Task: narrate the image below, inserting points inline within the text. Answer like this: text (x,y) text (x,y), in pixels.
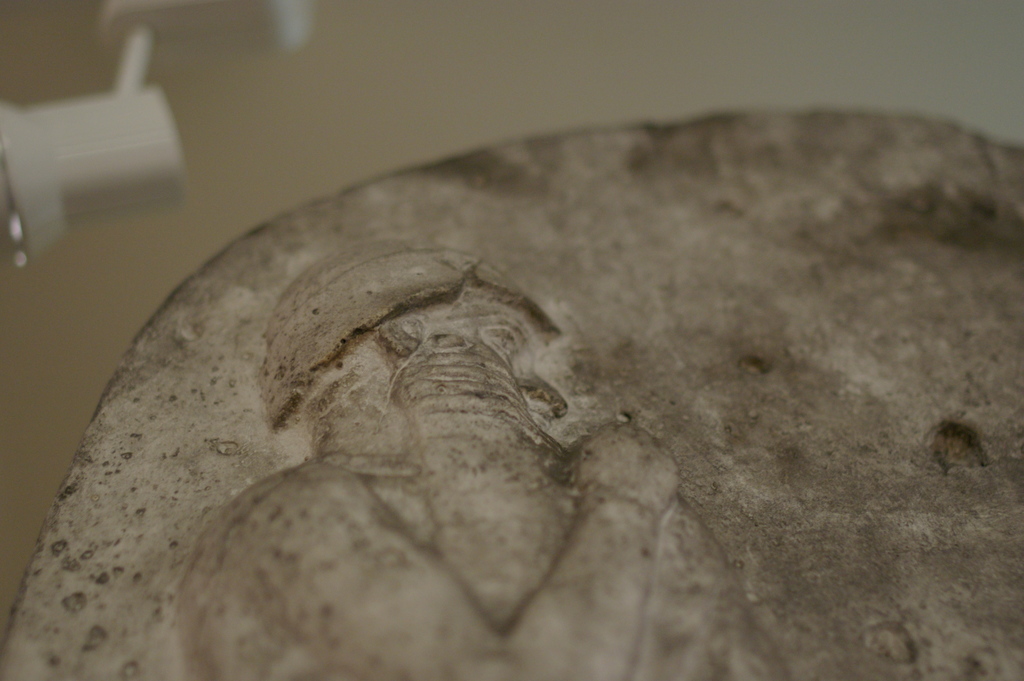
In this image we can see a stone (330,296) with carving (407,503), a white color object (110,170) and a blurry background (5,348).
